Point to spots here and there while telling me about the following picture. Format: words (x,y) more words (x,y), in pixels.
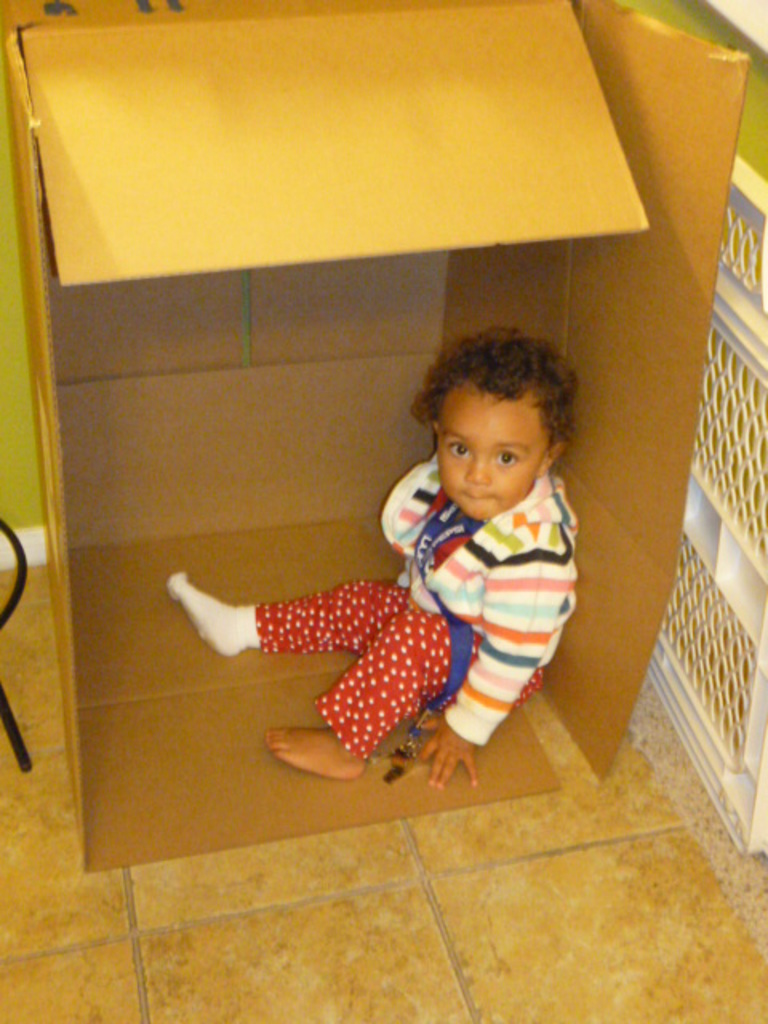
This picture seems to be clicked inside the room (644,979). In the center (444,614) we can see a kid (520,547) sitting in an object (186,47) which seems to be the box (217,554) and in the background (8,300) we can see the wall (4,361). On the right corner (752,496) we can see the mesh (753,335) and some other objects (748,548).
